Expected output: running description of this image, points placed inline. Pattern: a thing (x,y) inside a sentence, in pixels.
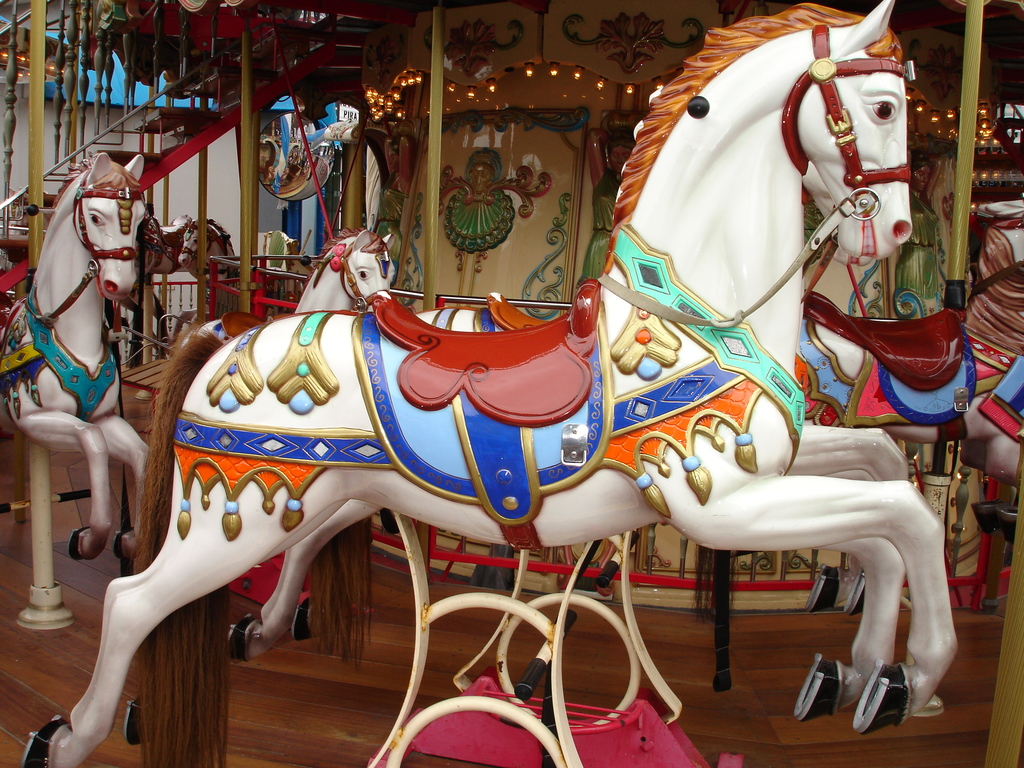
There are few white color horse toys (707,262) and there are some other objects (438,161) in the background (469,137).
